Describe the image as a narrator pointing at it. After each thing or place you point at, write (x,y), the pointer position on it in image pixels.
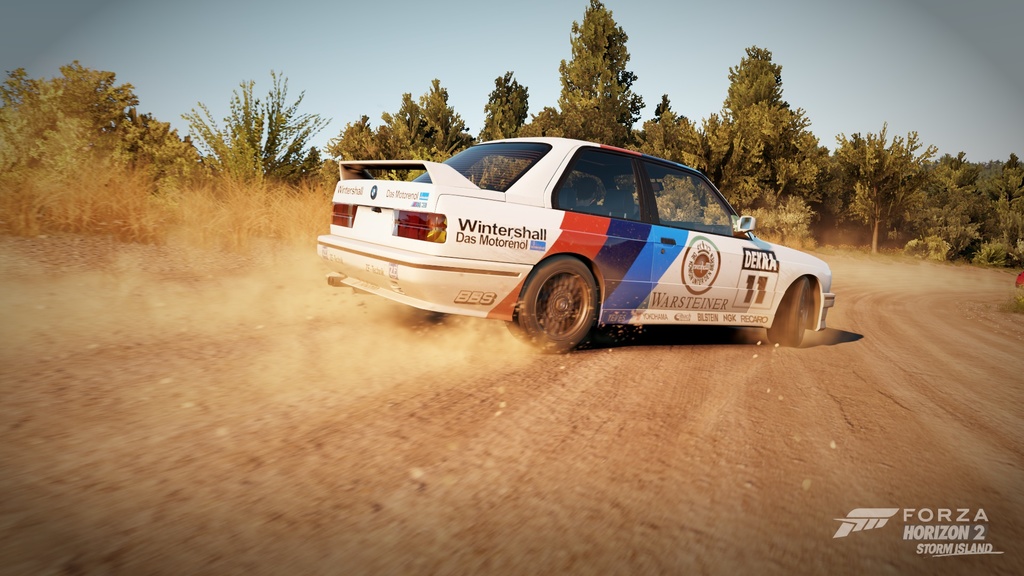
Here a car (778,335) is moving on the way (686,381), it is in white color, these are the trees (948,204) in the long back side of an image.
